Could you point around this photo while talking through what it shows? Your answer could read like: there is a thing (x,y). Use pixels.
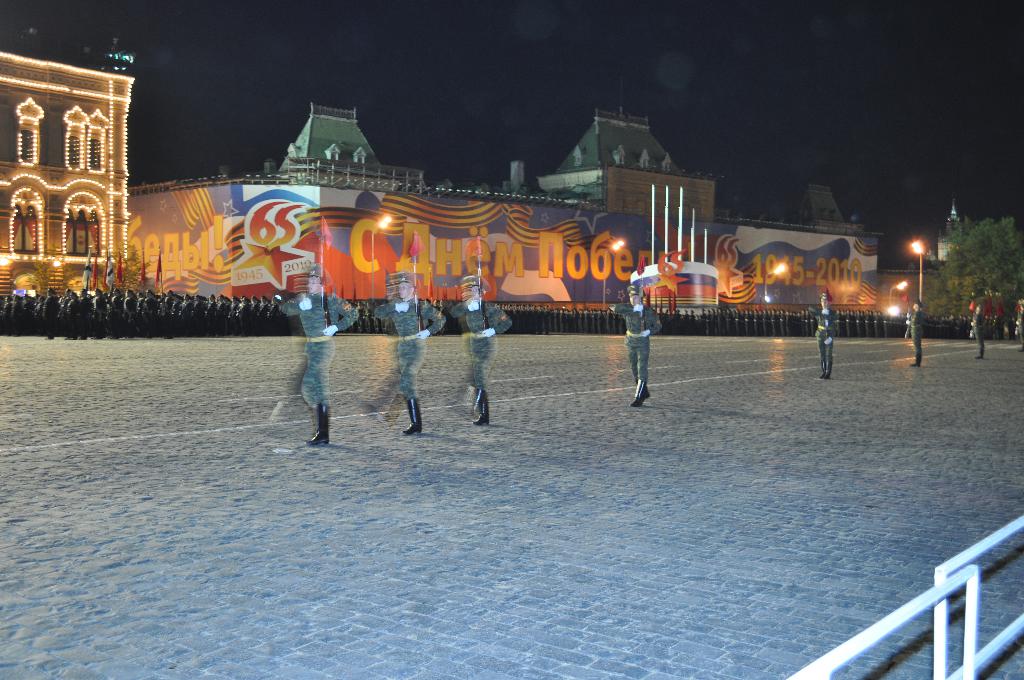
In this image I can see few people (486,361) wearing the uniforms (490,325) and holding the weapons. To the right (933,598) there is a railing (865,630). To the left (187,295) I can see many people (244,298). In the background (556,201) there are buildings (55,161) with lights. I can also see the trees (957,280), lights (921,256) to the right (977,265). In the background (560,76) there is a sky (489,78).
